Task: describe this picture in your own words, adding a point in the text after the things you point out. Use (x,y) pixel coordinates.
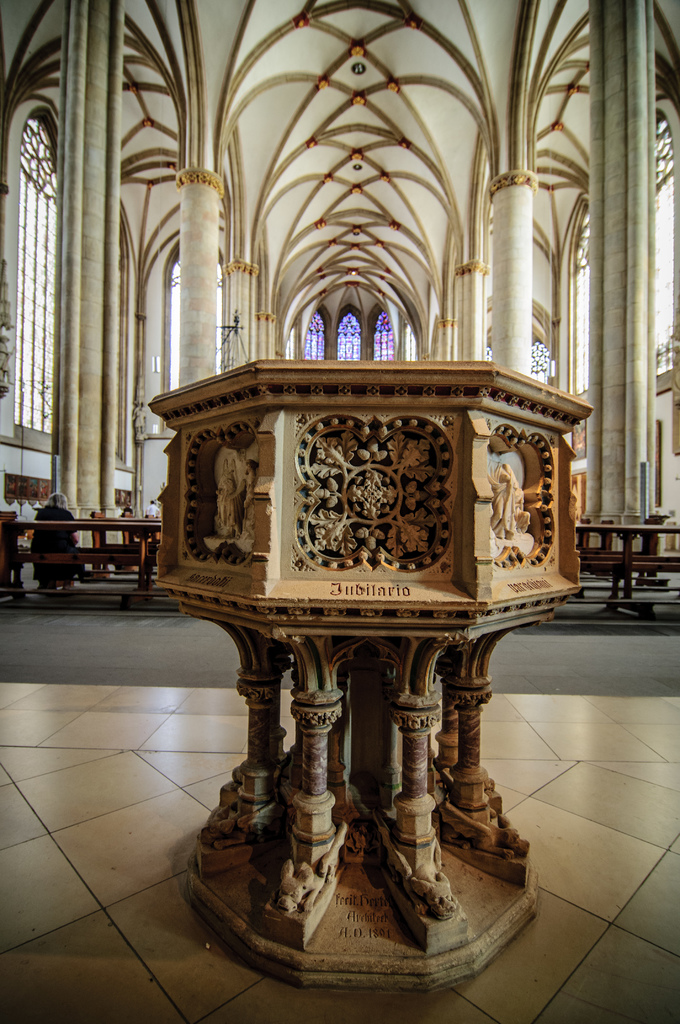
This is an inside view. At the bottom (441,839) there is a stone object (374,667) with some carvings (238,557) and text (361,902). It seems to be a font (437,634). In the background (9,557) there are few benches (135,531) and pillars (532,284). On the left side of the image (67,536) there is a person (54,511) sitting on the benches (101,528) facing towards the back side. In the background (341,331) there is a stained glass (353,338). On the right (665,291) and left side of the image (37,258) I can see the windows (51,257). At the top of the image (358,155) I can see the ceiling (369,108).
